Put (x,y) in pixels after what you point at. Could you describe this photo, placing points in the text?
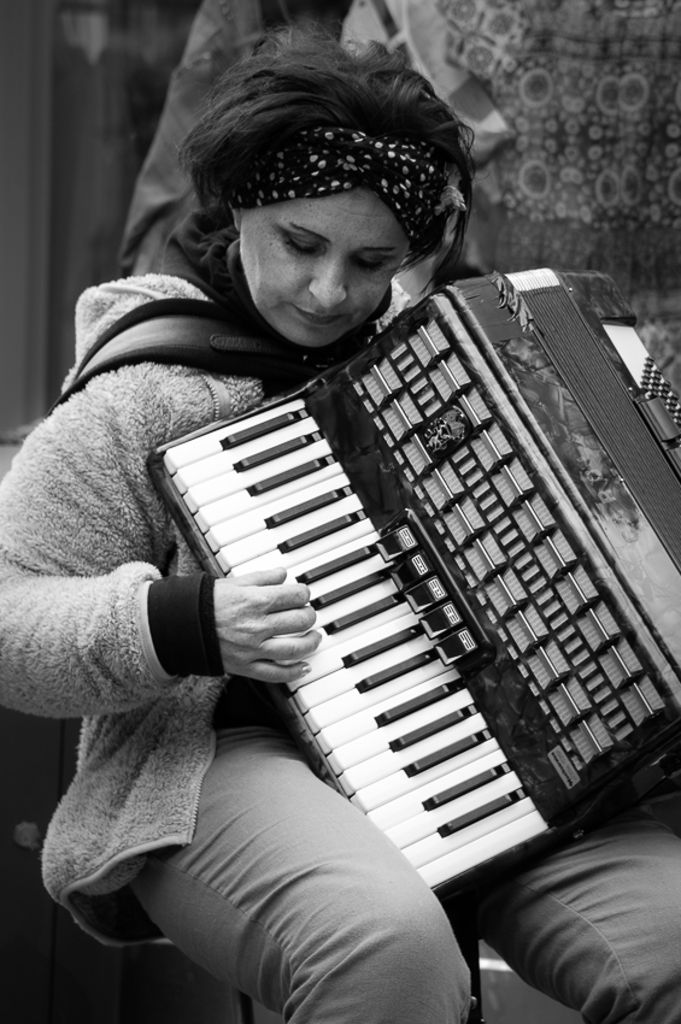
The picture is in black and white. There is a woman (315,66) playing a musical instrument (366,714), she is wearing a sweater (121,468) and trousers (304,804).
